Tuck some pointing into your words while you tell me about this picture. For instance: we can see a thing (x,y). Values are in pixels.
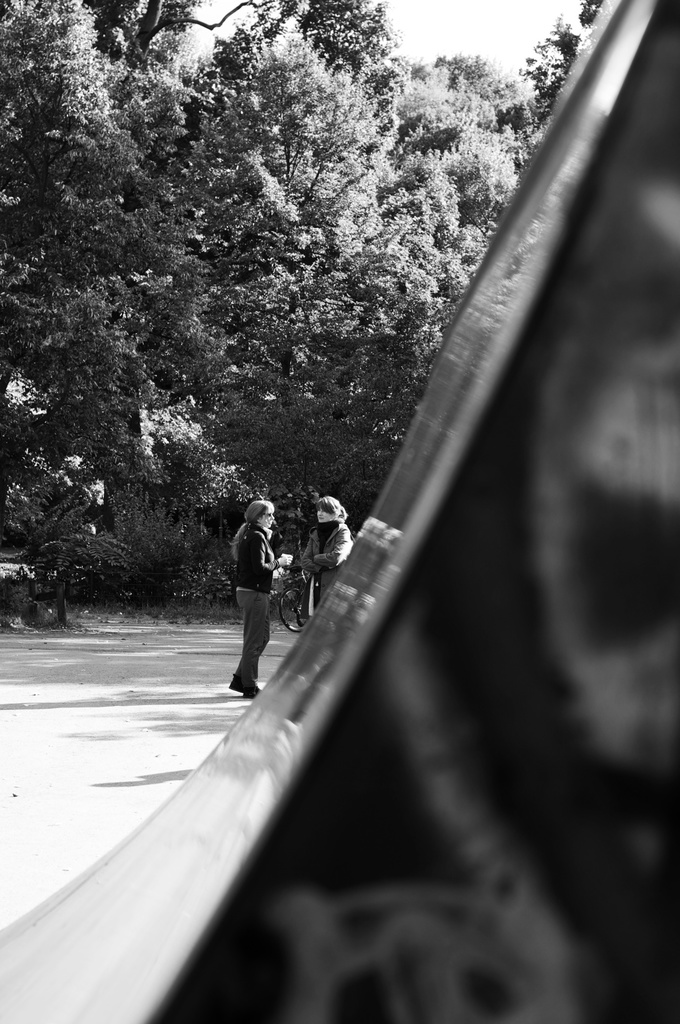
In this picture I can observe two persons (267,587) standing on the land (136,717). In the background (164,416) there are trees (279,130) and sky (405,35). This is a black and white image.
